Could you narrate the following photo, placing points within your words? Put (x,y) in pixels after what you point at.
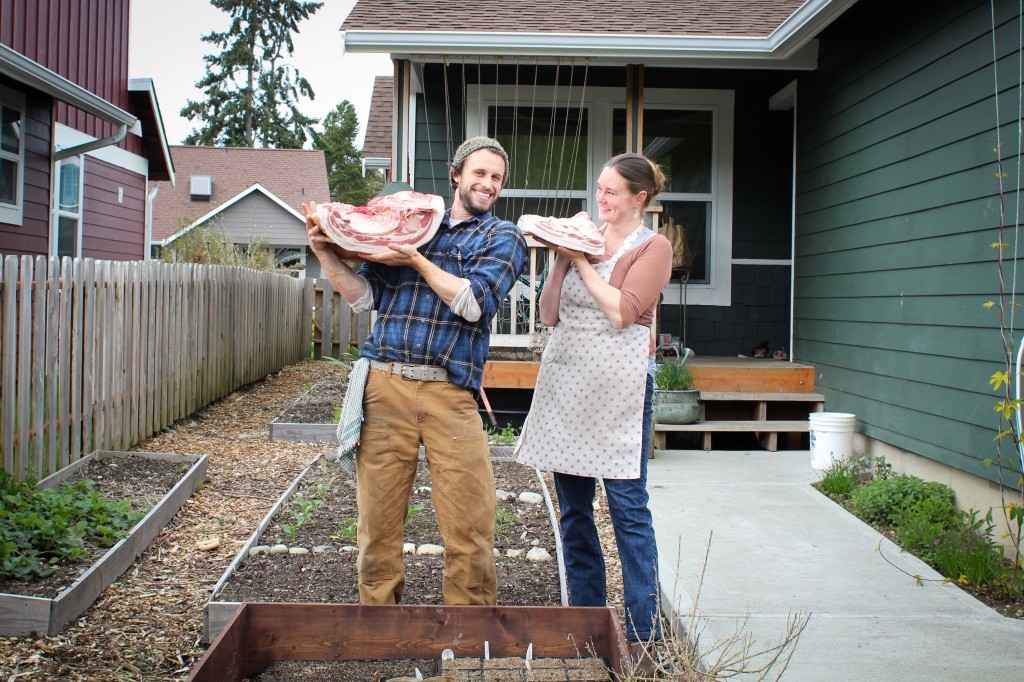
In the center of the image (384,373) we can see two persons (435,456) are standing and smiling and holding the meat (570,243). In the background of the image (42,36) we can see the buildings (218,165), roof (181,156), trees (284,139), windows (17,204), wall (791,216), fencing (26,353), plants (963,518), pot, bucket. At the bottom of the image (744,517) we can see the ground (414,576).
